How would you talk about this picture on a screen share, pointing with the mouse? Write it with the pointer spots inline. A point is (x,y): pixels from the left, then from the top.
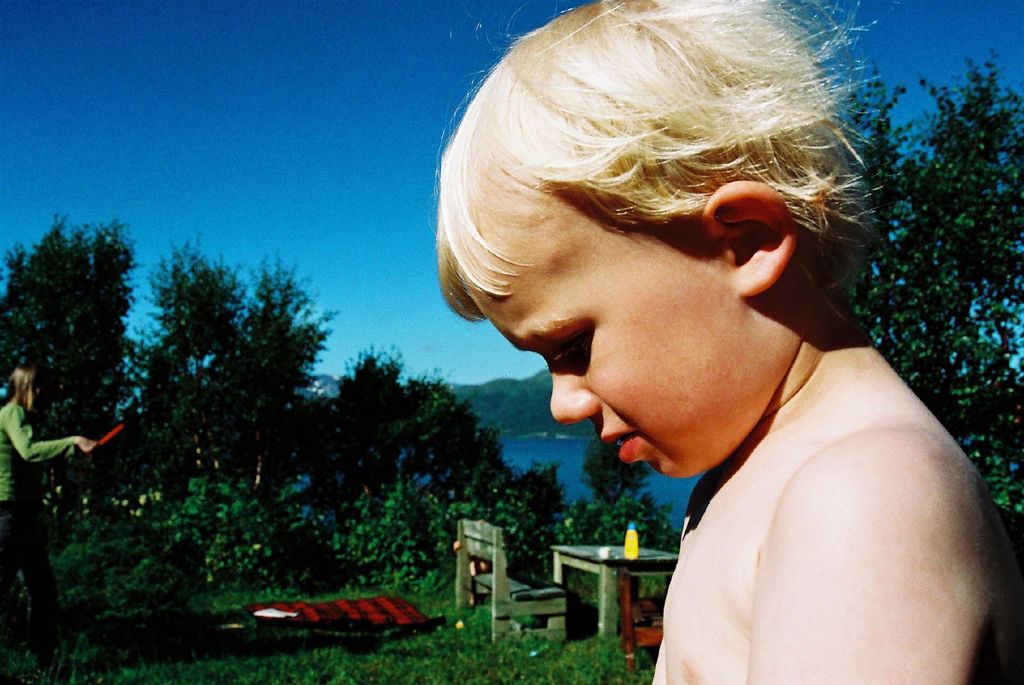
This picture is clicked outside and we can see the two persons (842,582) and we can see the green grass (462,606), chair (502,584), table (566,559), plants (470,503) and a bottle (632,538) and some other objects (359,607). In the background (390,308) we can see the sky (320,133), a water body (575,452) and some other objects (484,420).
